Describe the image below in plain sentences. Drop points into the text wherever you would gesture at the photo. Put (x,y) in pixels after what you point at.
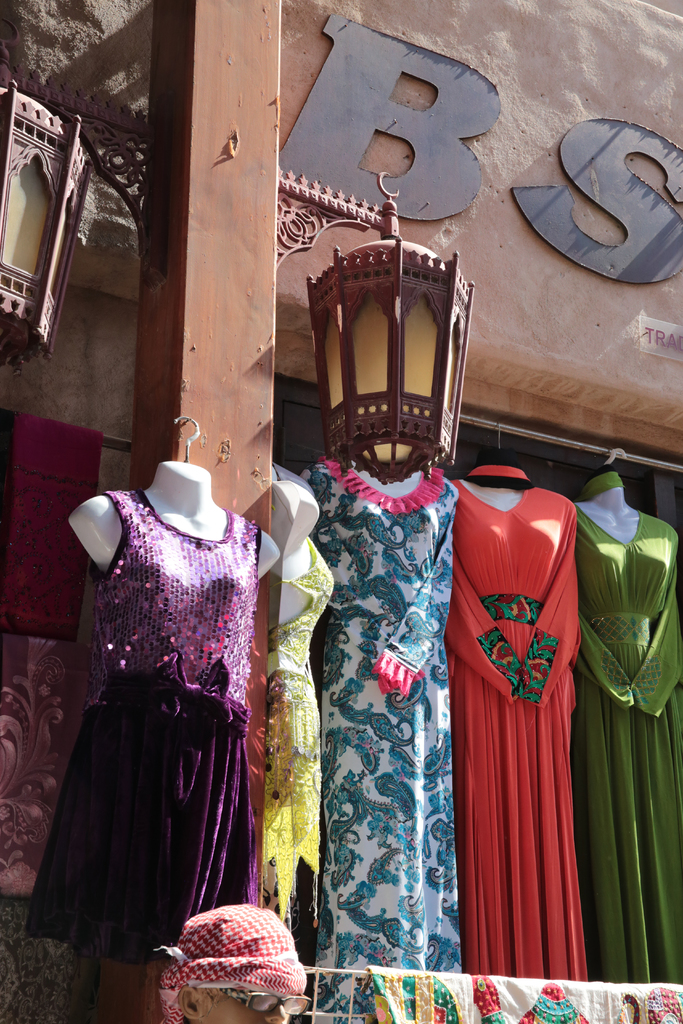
In this image there is a building (572,182) and there are few lamps (455,281) and clothes (409,793) are hanging. At the bottom of the image (264,981) there is a person (228,971).
